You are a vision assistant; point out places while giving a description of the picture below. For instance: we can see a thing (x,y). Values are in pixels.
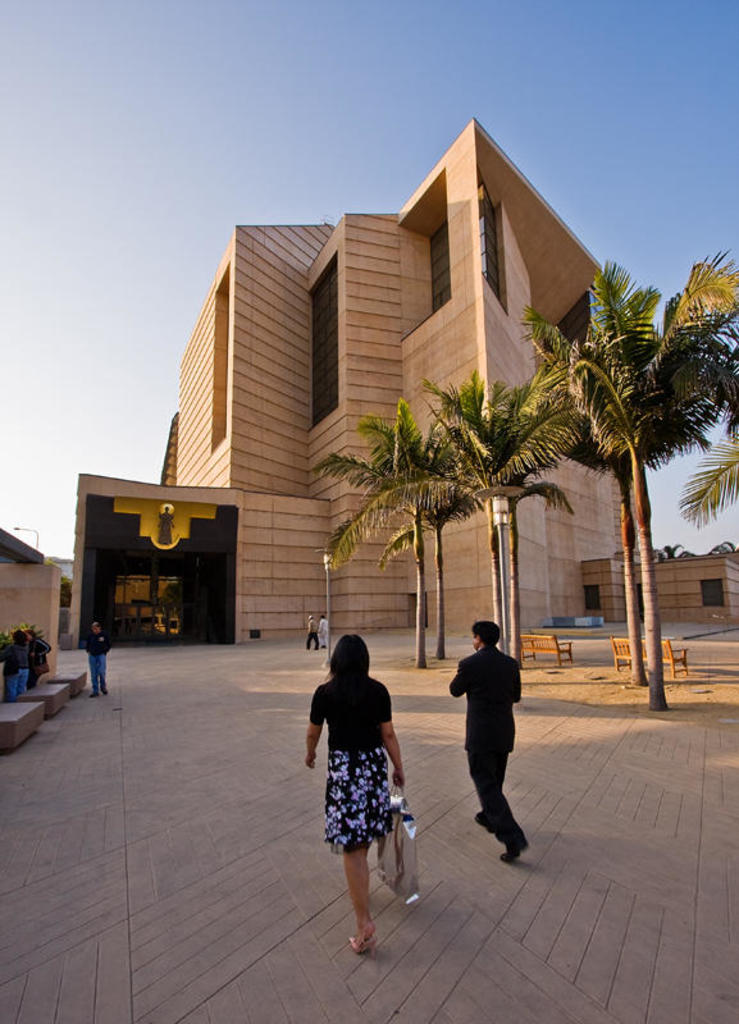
In this image we can see a woman (353,752) is holding a bag (400,798) and walking on the ground (305,681) and a man (506,712) is also walking on the ground (251,723). In the background (45,707) we can see few persons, trees (430,388), plants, benches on the ground (399,642), buildings (243,634), windows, poles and sky (256,94).
